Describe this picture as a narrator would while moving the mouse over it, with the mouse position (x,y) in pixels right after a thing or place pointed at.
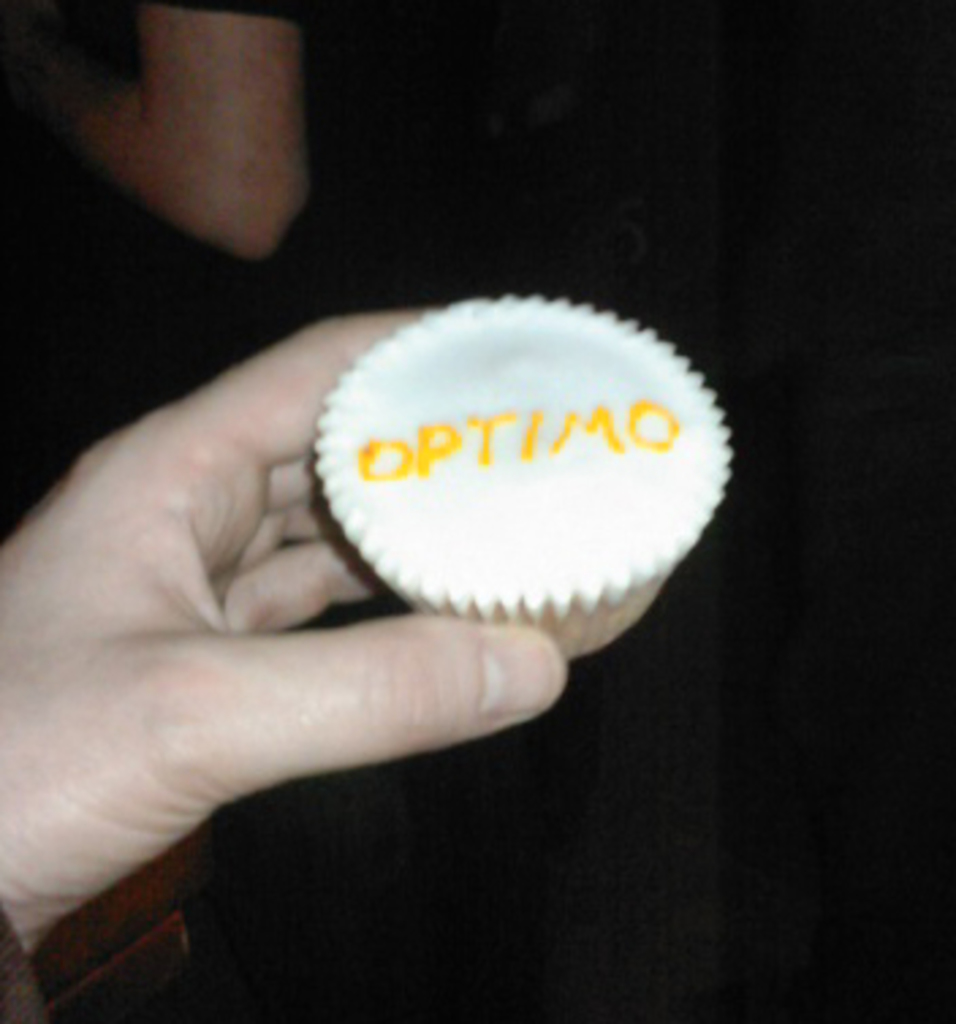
In this image we can see a person's hand (235,663) with a cupcake (548,560). On the cupcake (498,442) something is written. In the background (412,161) it is dark.
